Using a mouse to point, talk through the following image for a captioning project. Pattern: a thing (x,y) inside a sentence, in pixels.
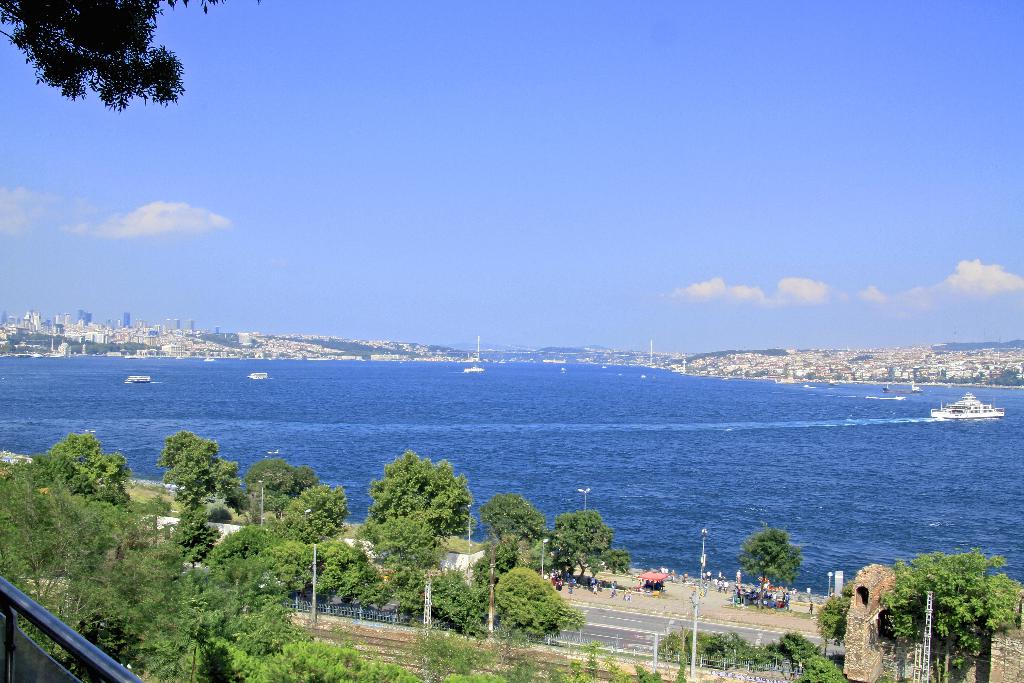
In this picture we can see water (427,427) and on water (904,412) here it is a ship (985,407) and besides to this water (629,416) we have some hills (238,347), buildings (69,327) and trees (299,546) and here it is a road (642,639) and besides to this there are paths (712,597) for people (622,599) to stand there and watch the scenery (954,423) and above this we have sky (337,214) with clouds (149,216) and on left side (39,615) we can see some fence (14,637) with metal (42,647).
